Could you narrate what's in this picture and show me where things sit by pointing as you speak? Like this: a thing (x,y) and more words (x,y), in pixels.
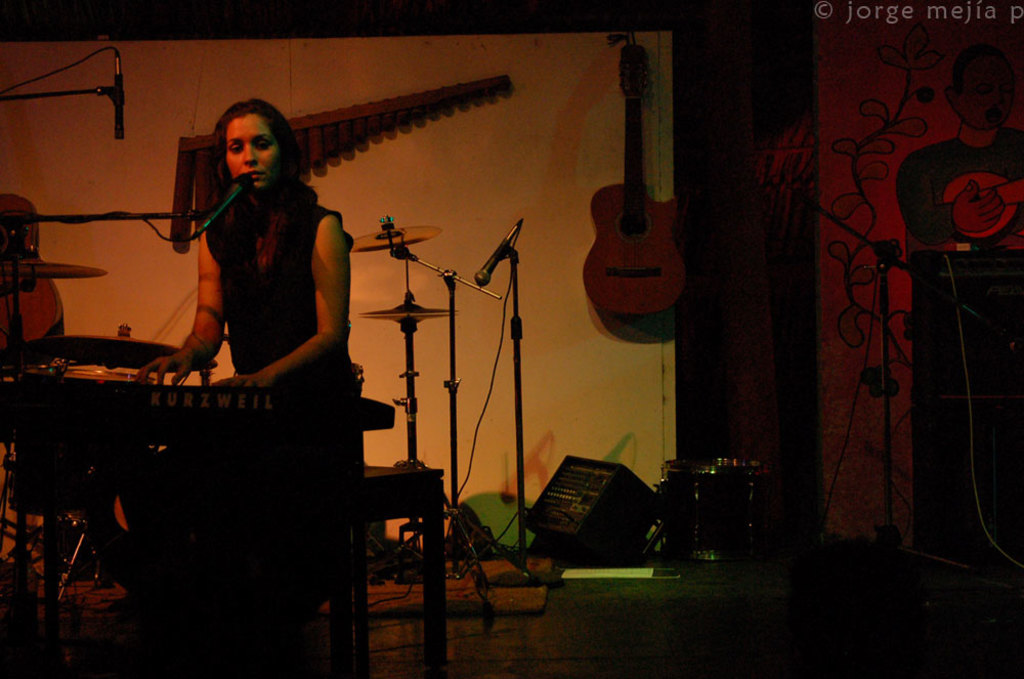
the picture of a woman (234,507) sitting and playing piano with a microphone (207,223) in front of her there are many musical instruments (198,201) in that room (559,605).
